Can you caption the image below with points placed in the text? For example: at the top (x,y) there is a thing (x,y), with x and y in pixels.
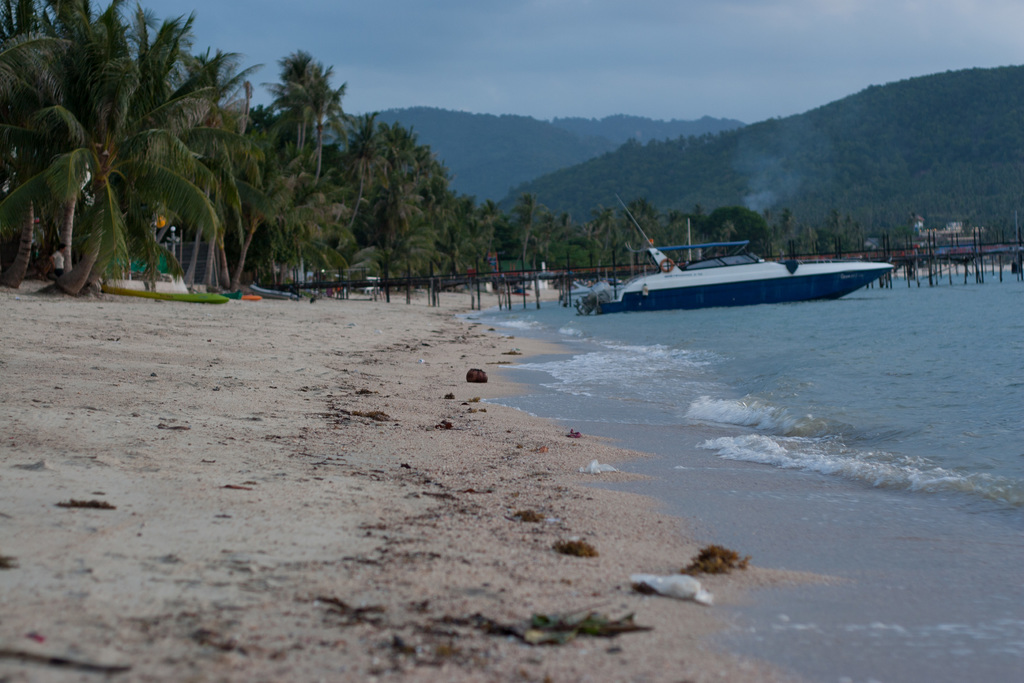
We can see ship (777,280) on water (538,400) and bridge (840,248). On the background (353,139) we can see trees (593,173) and sky (607,103).
